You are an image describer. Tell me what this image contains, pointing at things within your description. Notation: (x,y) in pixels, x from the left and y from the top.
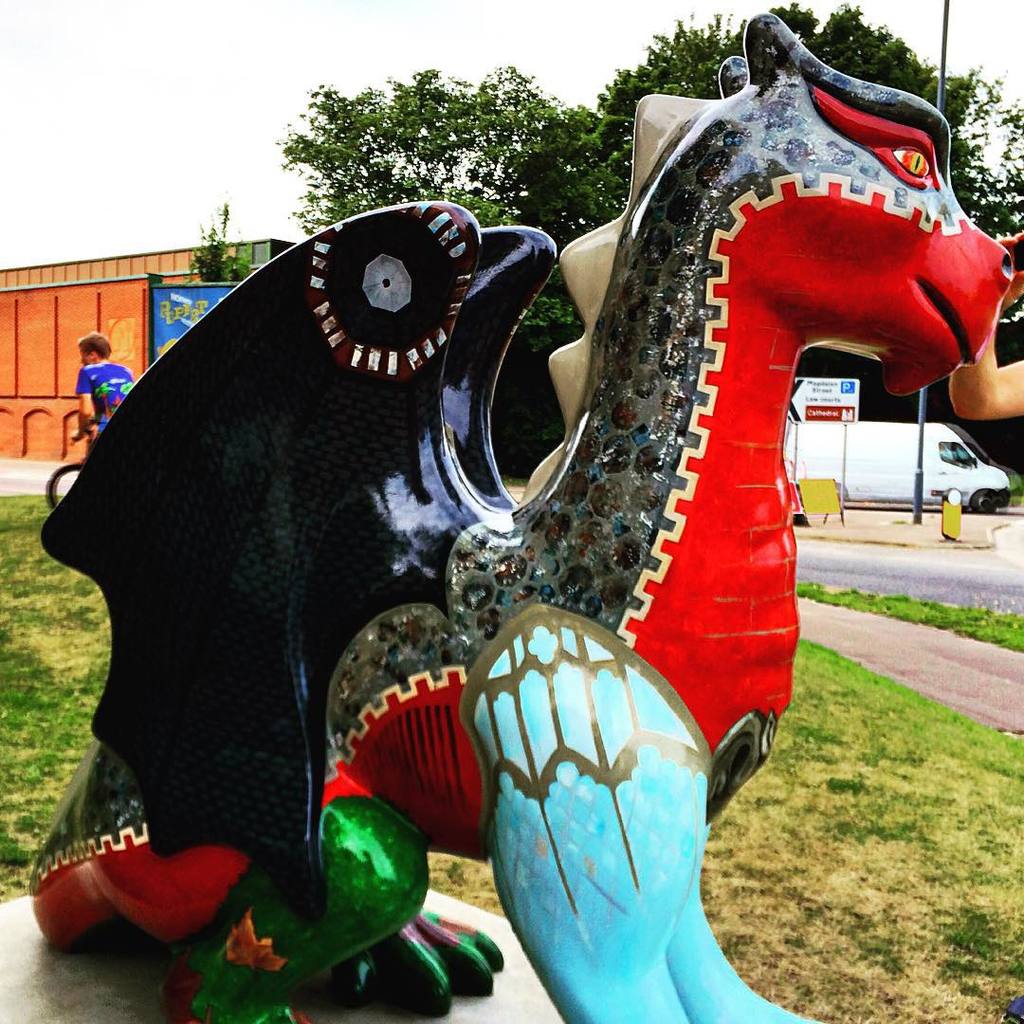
In the image we can see a sculpture (526,650) of an animal (489,666) with the wings (436,497). We can even see grass (817,789), road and vehicle (886,483) on the road (905,510). Here we can see person (91,393) wearing clothes (105,385), we can see trees (954,149), pole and the sky (171,240).
